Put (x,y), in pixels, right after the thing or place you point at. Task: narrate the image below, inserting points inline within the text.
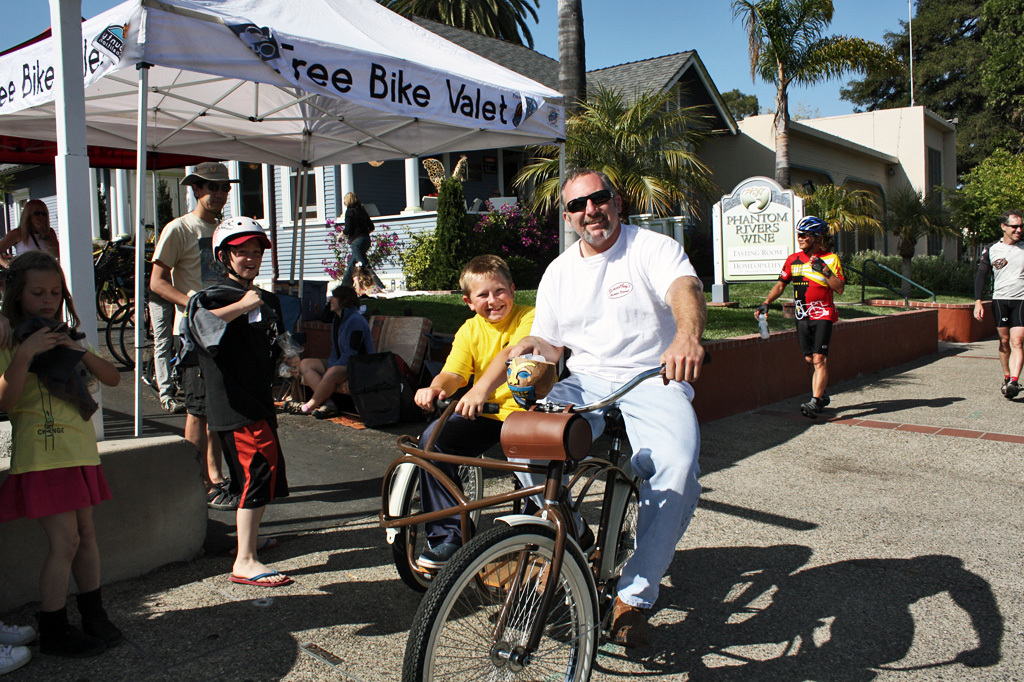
Here is the man (582,379) and a boy (482,363) riding bicycle (454,485). there are three people (236,433) standing and few people (801,267) are walking. This looks like a laid stone (747,217) with a name (771,230) on it. These are the trees (665,154). I can see a person (346,375) sitting. This looks like a bag (374,385). This is called as canopy tent (347,32) which is white in color. I can see bicycle wheels (126,323). This is a building (370,181) with pillars (412,179) and windows (291,187). These are the small bushes (527,249).
